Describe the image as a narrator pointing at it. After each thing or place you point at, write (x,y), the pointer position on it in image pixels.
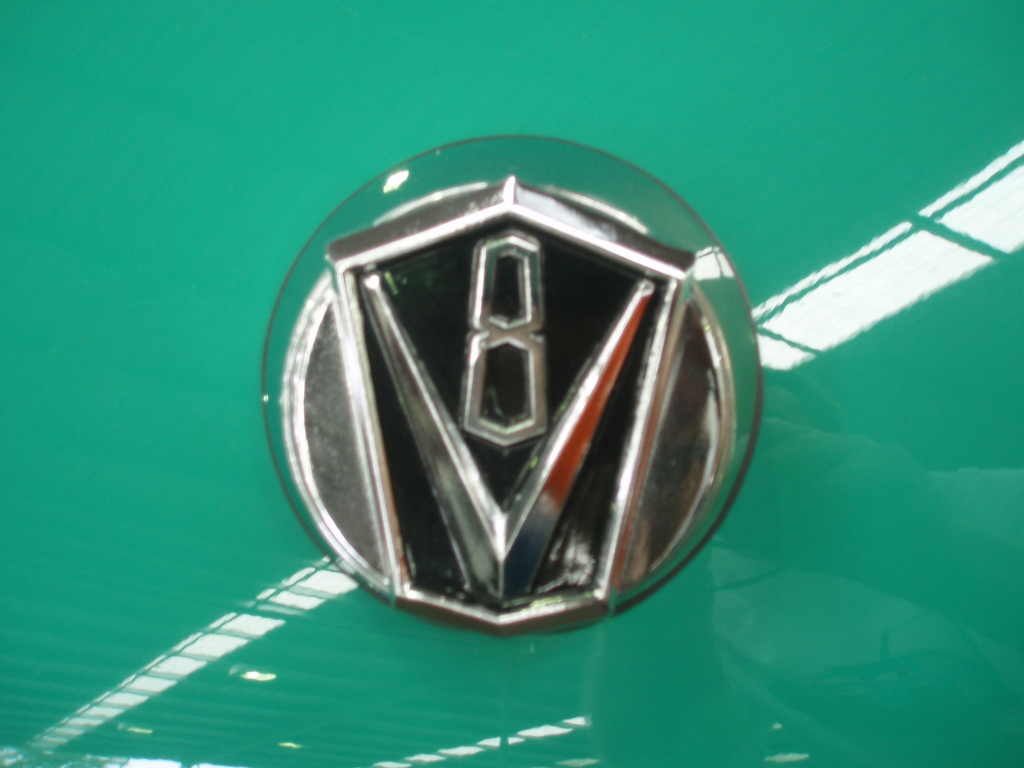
There is a car logo (556,386) in the center of the image (556,386).
